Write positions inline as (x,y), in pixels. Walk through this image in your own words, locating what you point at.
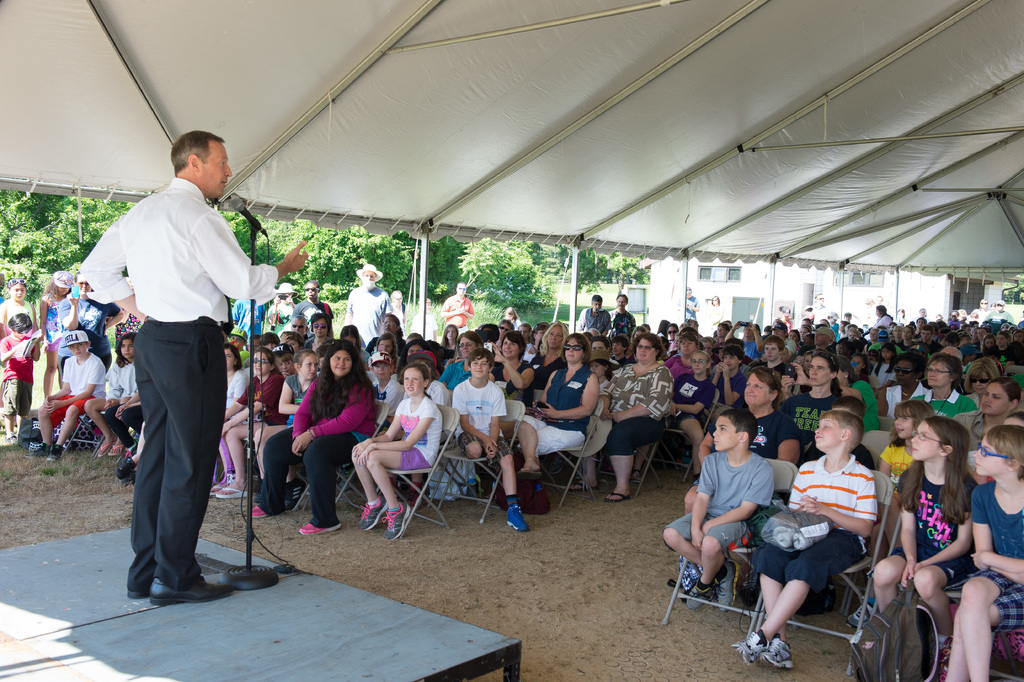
On the left side of the image (205,153) we can see a man (183,454) standing. There is a mic (236,202) placed before him. In the background (351,379) there are people (484,437) sitting on the chairs (438,457). At the top (575,165) there is a tent (423,178) and we can see trees (318,271).
